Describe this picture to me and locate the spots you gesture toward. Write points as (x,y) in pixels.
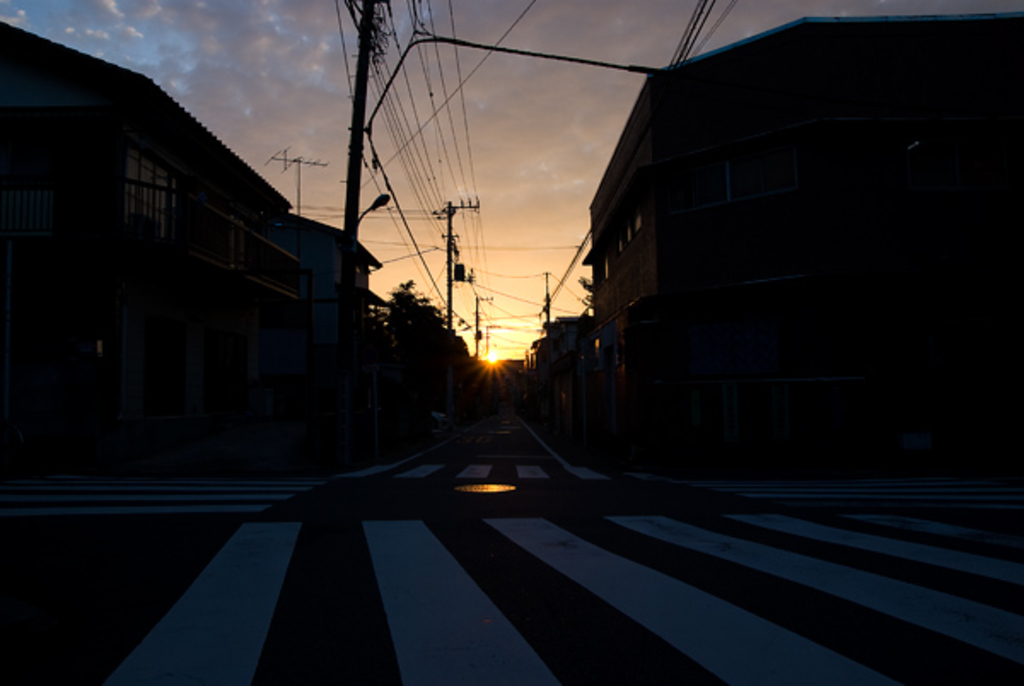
In this picture we can see the zebra crossing lines (497,635) on the road (376,565). On the left (187,348) and right side of the road (500,441) there are buildings (616,371), trees (422,334) and there are electric poles (354,194) with cables (412,242). On a building (298,230) there is an antenna (296,181). Behind the buildings (658,394) there is the sky (502,237).
